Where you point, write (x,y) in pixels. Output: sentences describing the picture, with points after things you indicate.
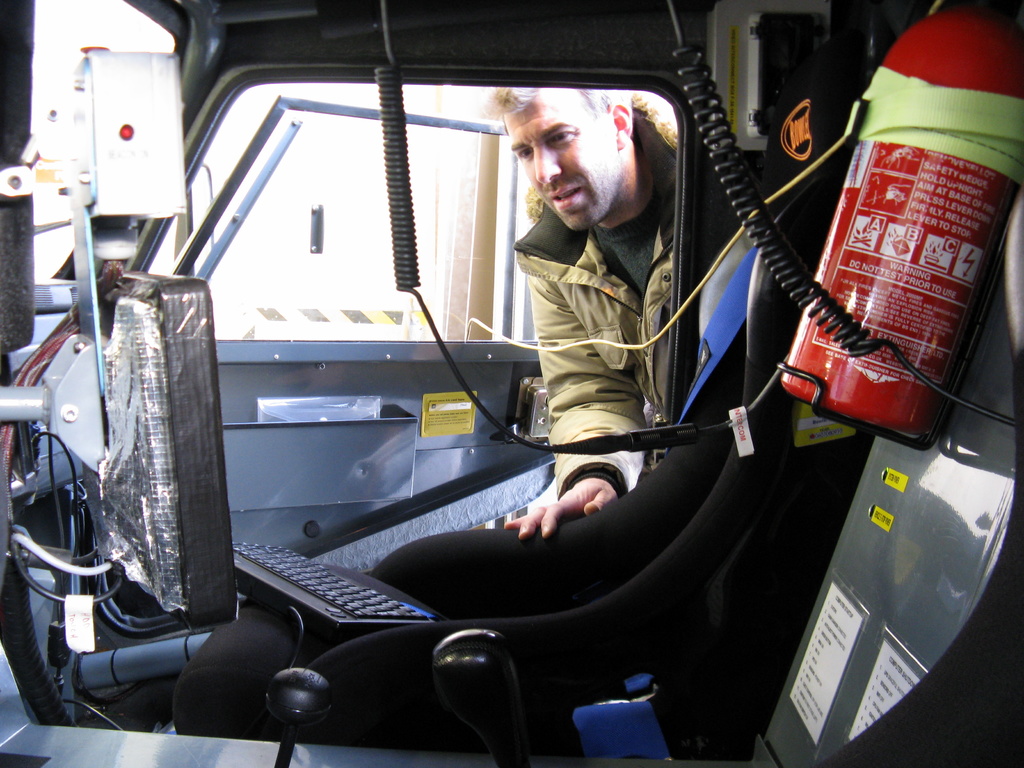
In the foreground of this image (290,713), it seems like inside view of a vehicle (666,646) where we can see fire extinguisher (929,202), a black seat (631,561), gear rod (328,691), monitor (169,560), keyboard (338,606) and cables (762,241) and we can also see a man (621,255) standing. Behind him, there is a door (405,373) and in the background (481,215), it seems like a wall (468,224).
